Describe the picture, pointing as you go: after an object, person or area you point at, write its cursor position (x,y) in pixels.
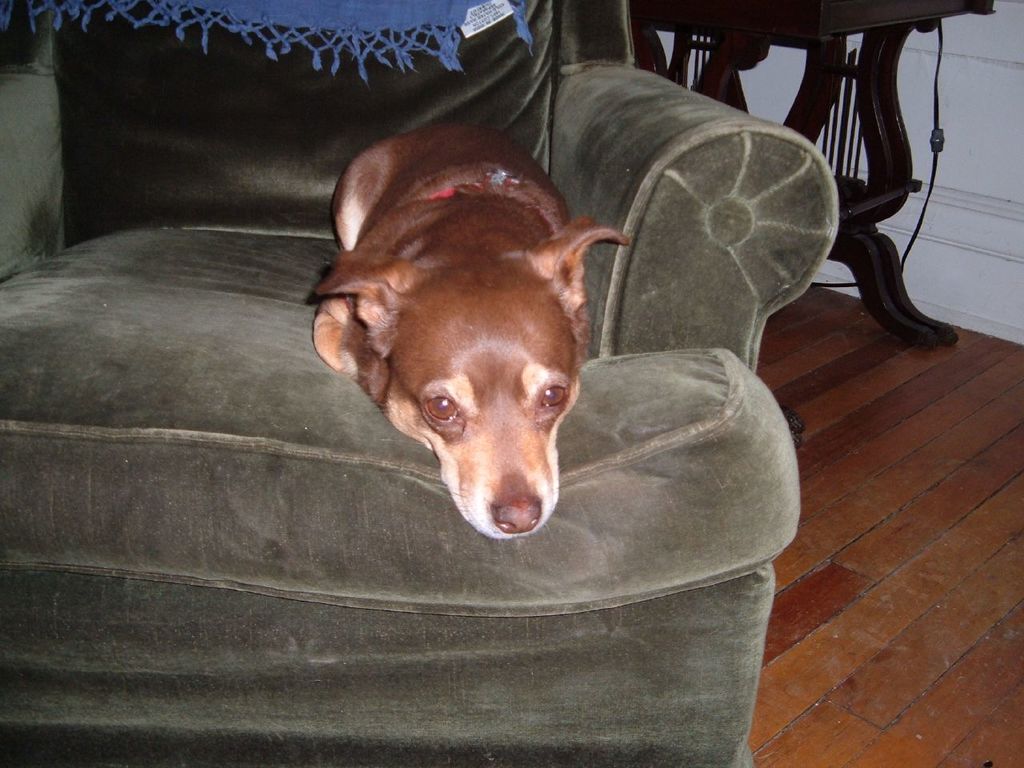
In this picture I can see a dog (460,309) is lying on the sofa (563,151) in the middle (374,482).
